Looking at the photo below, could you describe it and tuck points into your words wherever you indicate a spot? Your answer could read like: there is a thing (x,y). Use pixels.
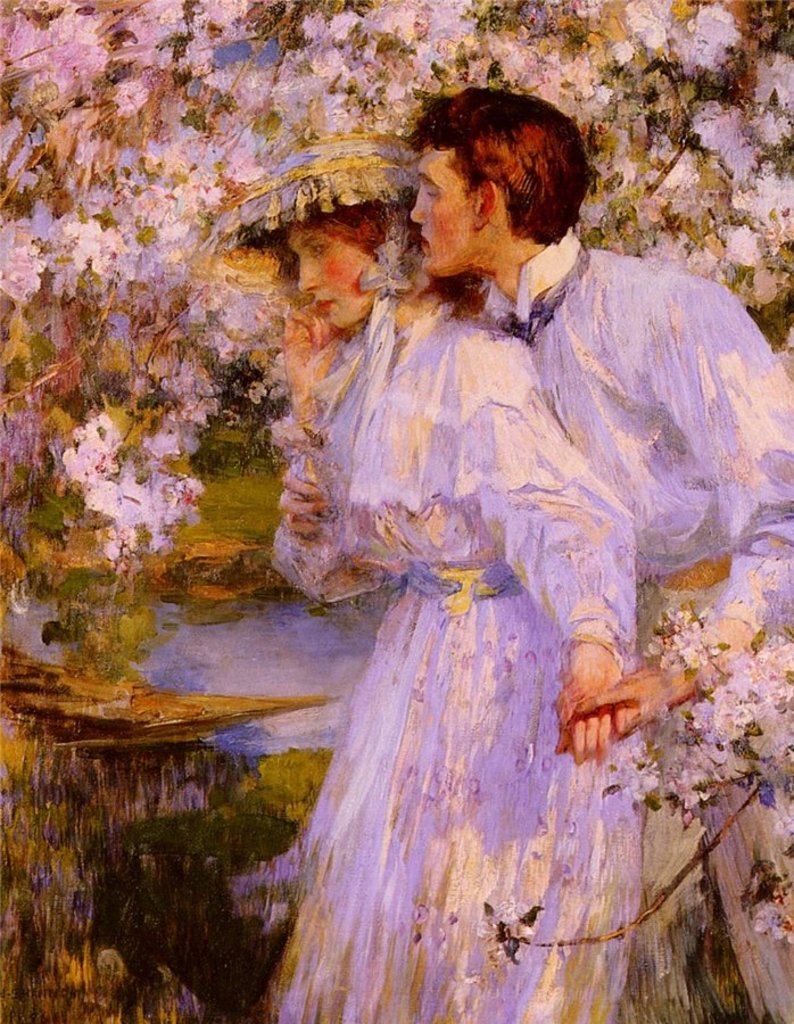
In this image it is a painting in which there is a man (512,291) standing behind the girl (440,450) by holding her hand (603,670). The girl (381,229) is having a cap (316,190). In the background (307,62) there are flowers (130,198) and trees (158,469).
